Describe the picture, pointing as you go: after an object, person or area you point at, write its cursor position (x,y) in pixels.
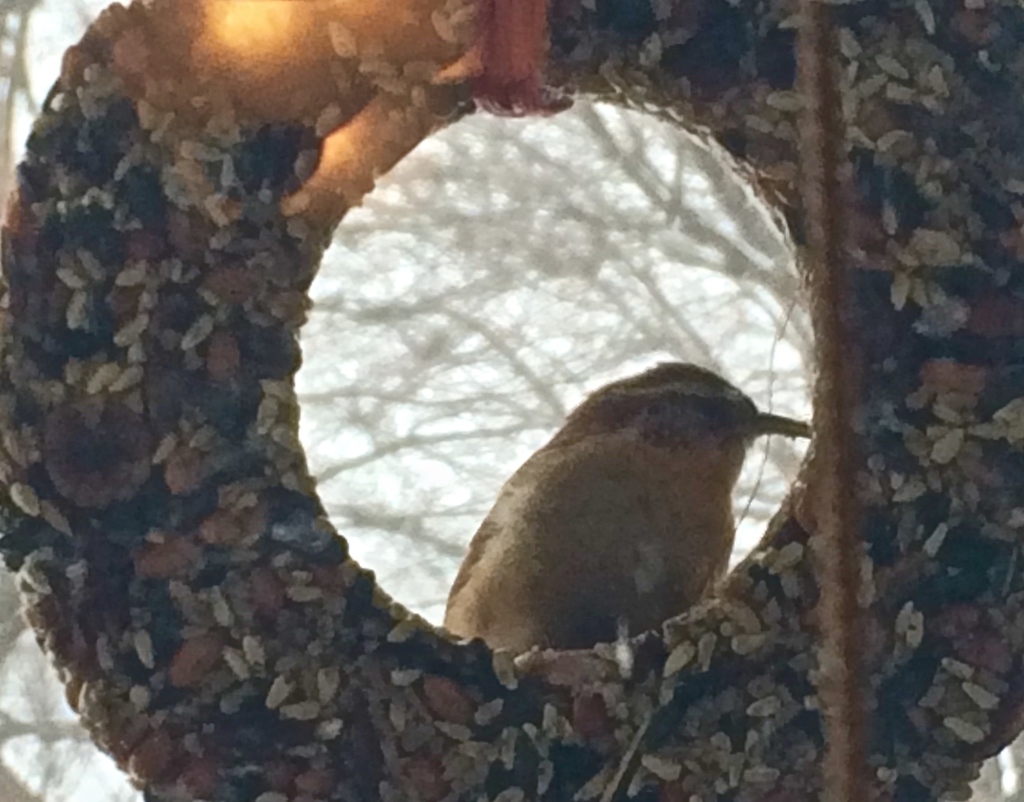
In this picture we can see a circular object (535,767). Through this circular object (94,516) we can see a bird (574,508) and a few trees (356,386) in the background (70,761).
